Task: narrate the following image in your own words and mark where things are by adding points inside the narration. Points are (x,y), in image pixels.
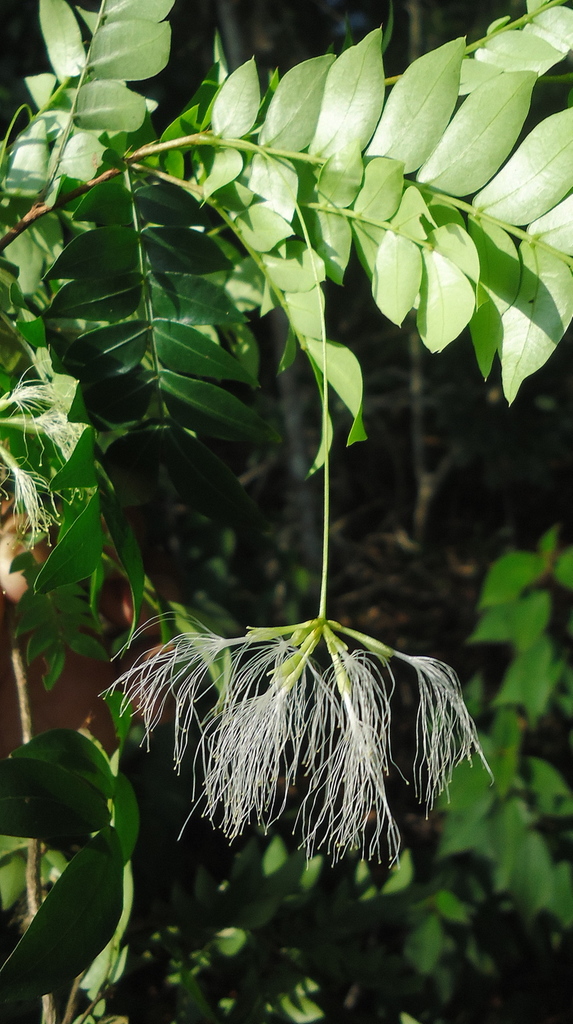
In this image I can see the leaves (175,450) of plants (342,281) and also there is a flower (289,710).
